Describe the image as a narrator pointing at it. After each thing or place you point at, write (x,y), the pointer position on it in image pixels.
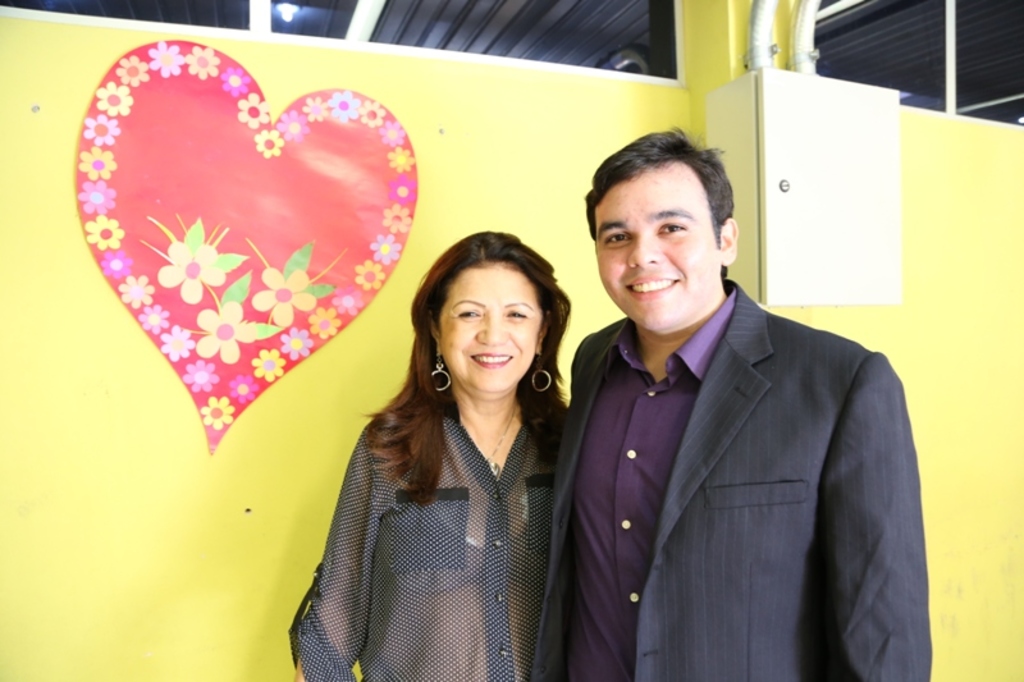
In this picture I can see there is a man (715,481) and a woman (513,402) standing and smiling and in the backdrop (582,206) there is a yellow color wall (465,121) with a poster (259,360).
